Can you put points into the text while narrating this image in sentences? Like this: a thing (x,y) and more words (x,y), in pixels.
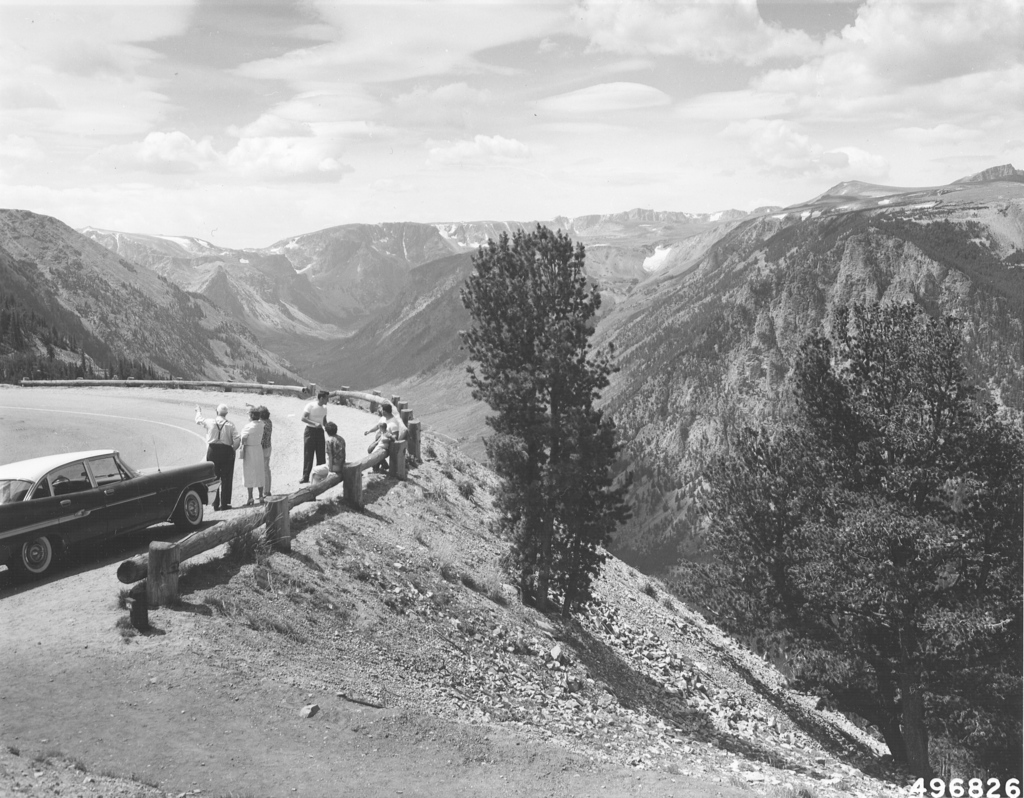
This image is taken at the hill station (678,378). In the center of the image (535,309) there is a tree (538,429) on the hill (488,511). On the left side of the image (84,525) there is a road (195,453), car (74,533), a group of people (268,445) and fencing (235,523). In the background (227,323) there are trees (818,506), hills (773,247) and sky (391,153).
